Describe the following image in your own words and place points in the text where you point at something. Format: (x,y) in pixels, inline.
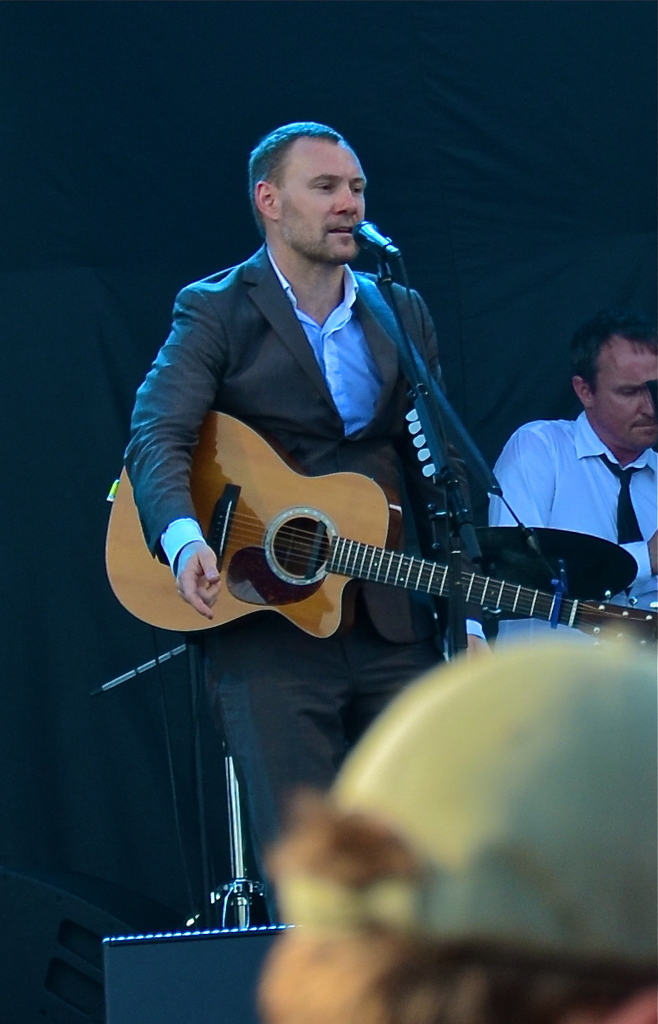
This man (365,664) wore black suit (223,403), playing guitar (332,600) and singing in-front of mic (373,232). Backside there is a black curtain (345,86). This person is standing.
